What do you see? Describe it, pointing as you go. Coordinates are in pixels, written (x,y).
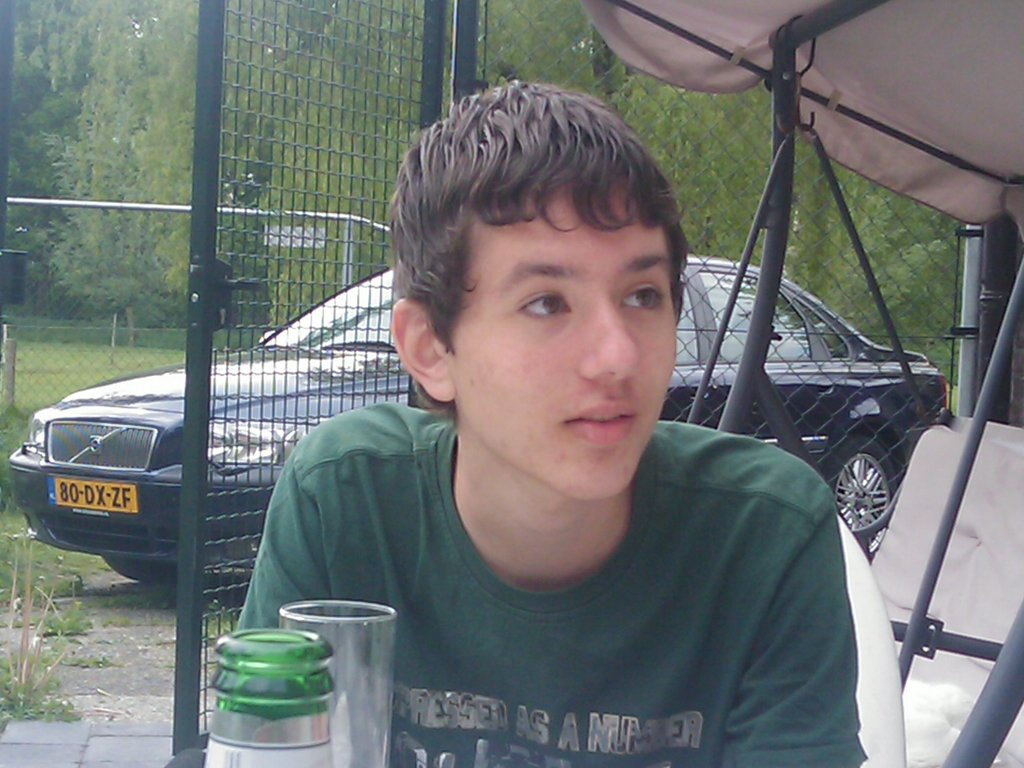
In this image, we can see a boy (528,550) in green color. In-front of him, there is a glass (369,661) and bottle (315,705). The background (797,357), there is a car (806,368), trees (883,200), shed (885,117), grill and grass (37,561) on the left side (61,372). Some fencing (155,345) here.
